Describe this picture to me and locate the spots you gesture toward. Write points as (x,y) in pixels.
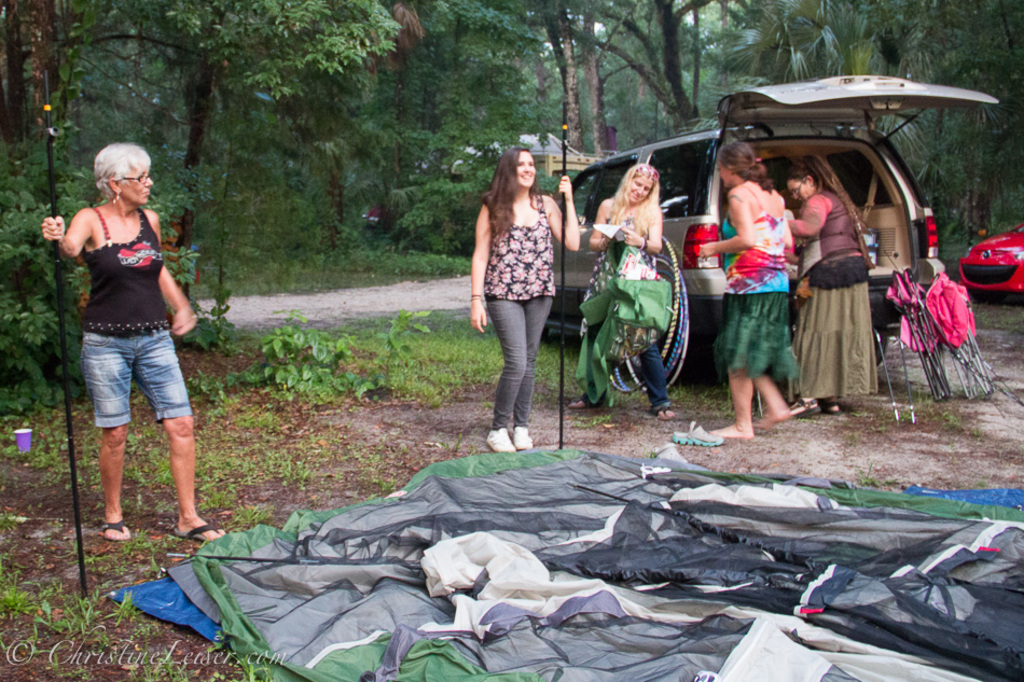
In this image we can see few people (815,316) near a vehicle (722,262). There are few people (753,222) holding some objects (666,271) in their hand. A person (122,284) is standing and holding an object (62,339) at the left side of the image (99,317). There are many trees (59,356) and plants (56,382) in the image. There are few vehicles (983,270) in the image. There are few objects (915,280) on the ground (370,315).
